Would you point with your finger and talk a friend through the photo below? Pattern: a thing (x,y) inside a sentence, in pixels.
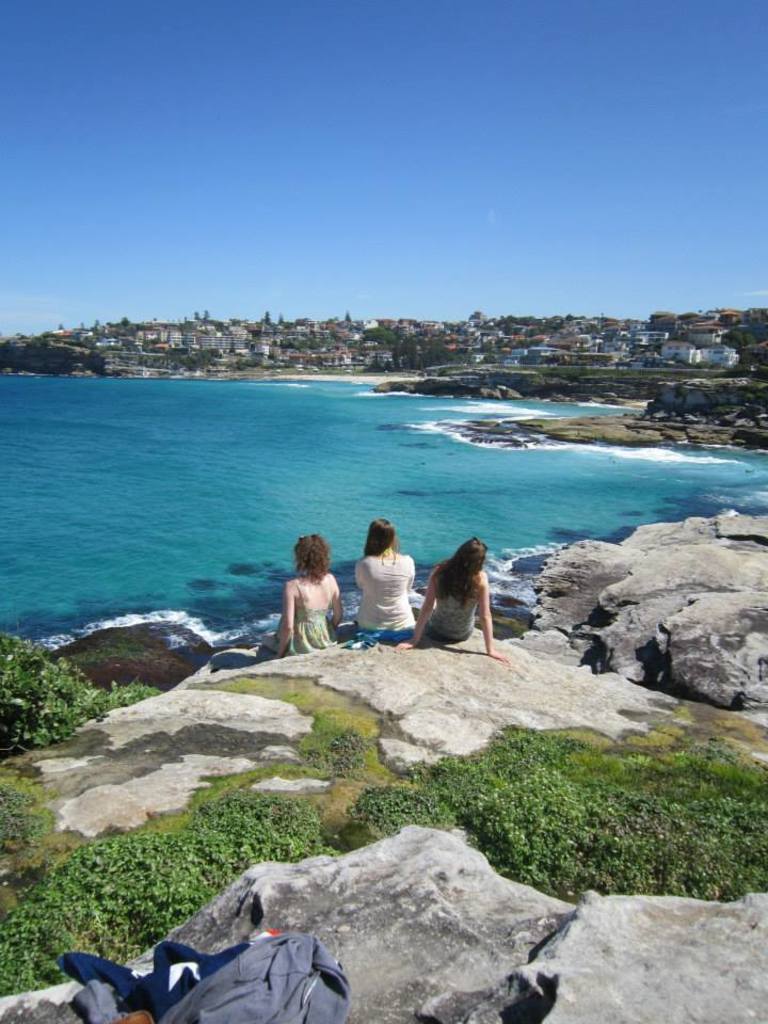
There are three women (361,622) sitting. These are the plants (314,834). I can see the clothes (294,971) on the rock (384,952). I think this is the sea (480,455) with the water (498,455) flowing. I can see the view of the city (133,357) with the buildings (317,355) and trees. These are the rocks (708,414).
